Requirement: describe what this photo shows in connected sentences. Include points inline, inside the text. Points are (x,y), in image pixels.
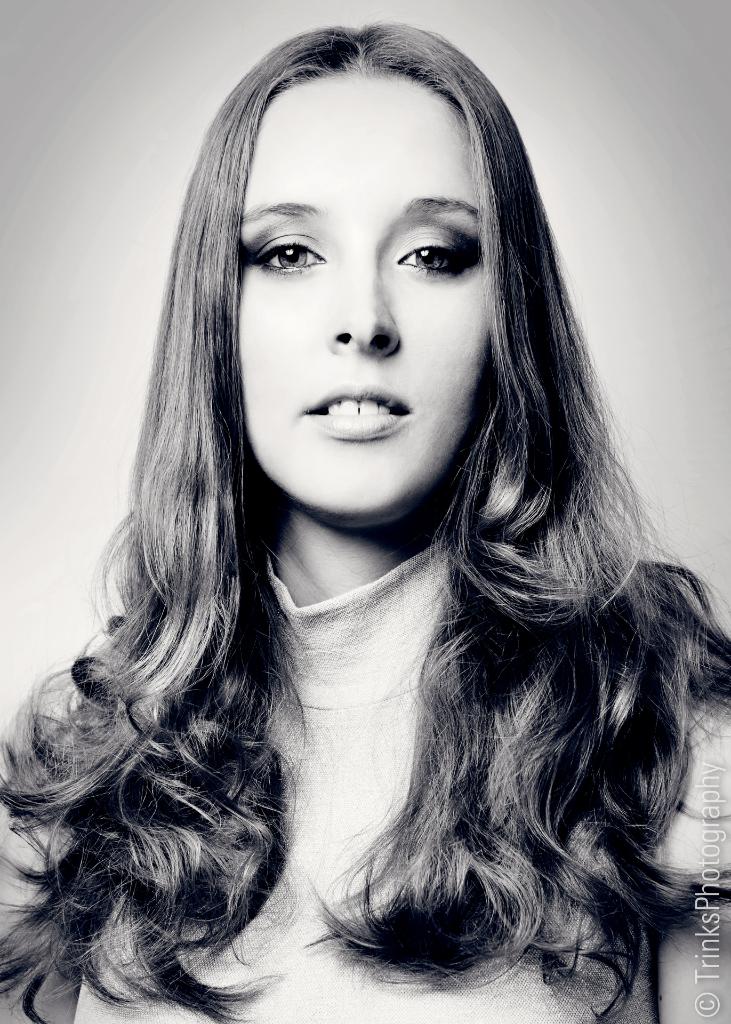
In this picture we can see a woman (538,728) and at the bottom right corner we can see some text (725,795).
